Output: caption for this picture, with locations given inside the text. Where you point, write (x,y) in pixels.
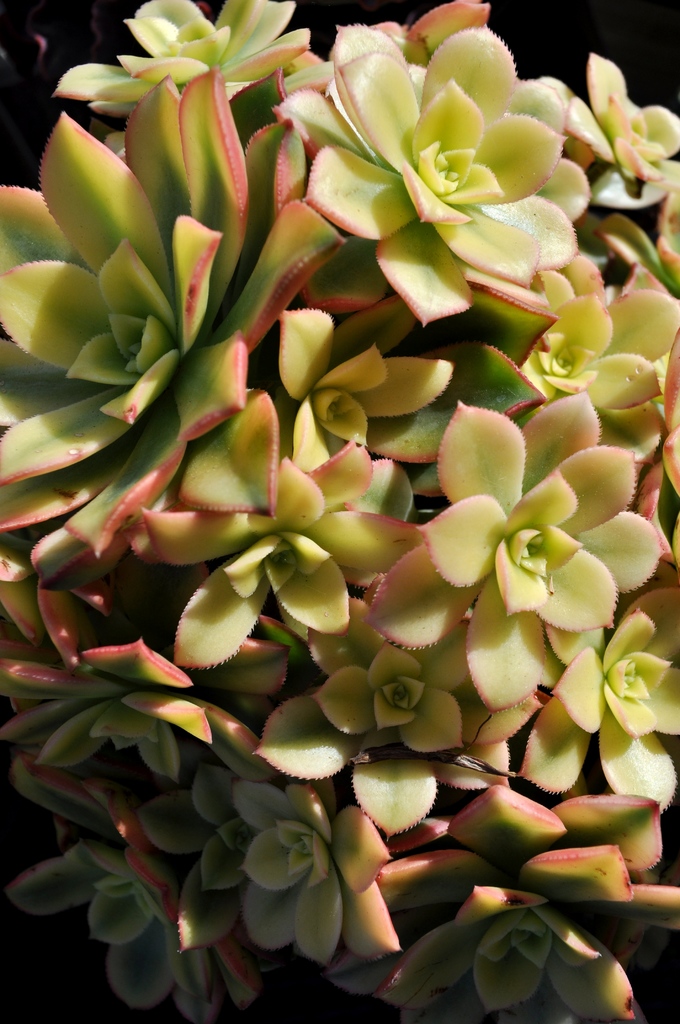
We can see flowers (360,449). In the background (645,68) it is dark.
